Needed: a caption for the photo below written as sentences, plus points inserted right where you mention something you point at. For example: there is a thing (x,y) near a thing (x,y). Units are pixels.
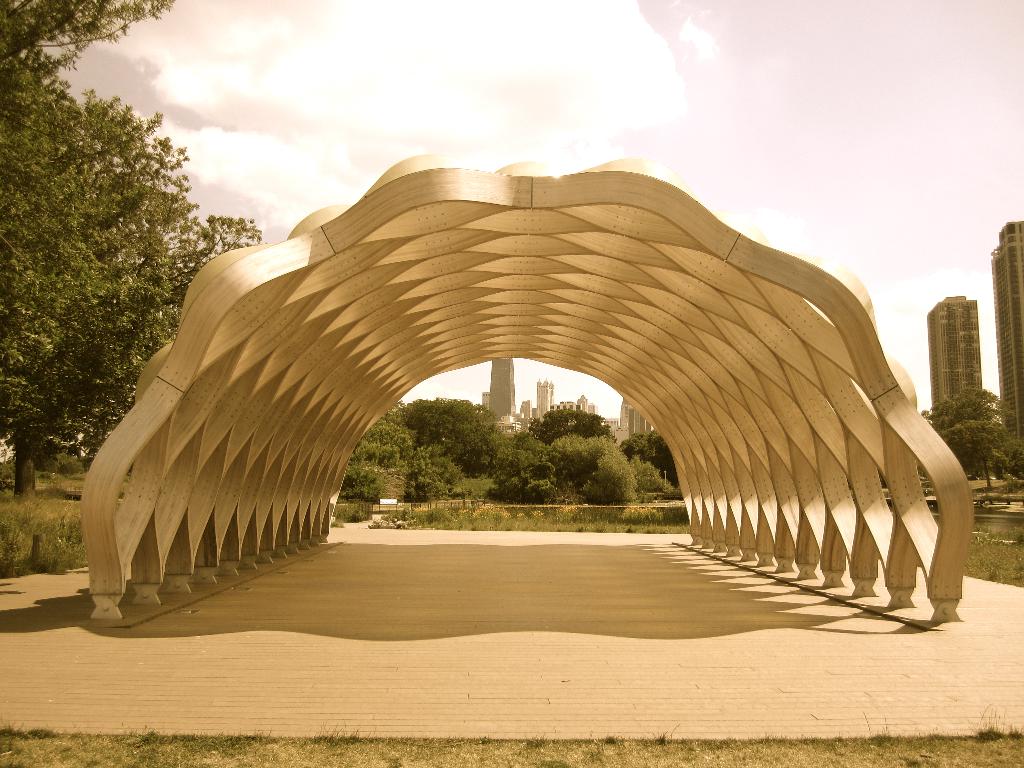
In the image in the center (496,330), we can see nature boardwalk (710,307). In the background (539,429), we can see the sky (359,169), clouds (269,165), trees (14,262), buildings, plants (393,524) and grass (517,512).
